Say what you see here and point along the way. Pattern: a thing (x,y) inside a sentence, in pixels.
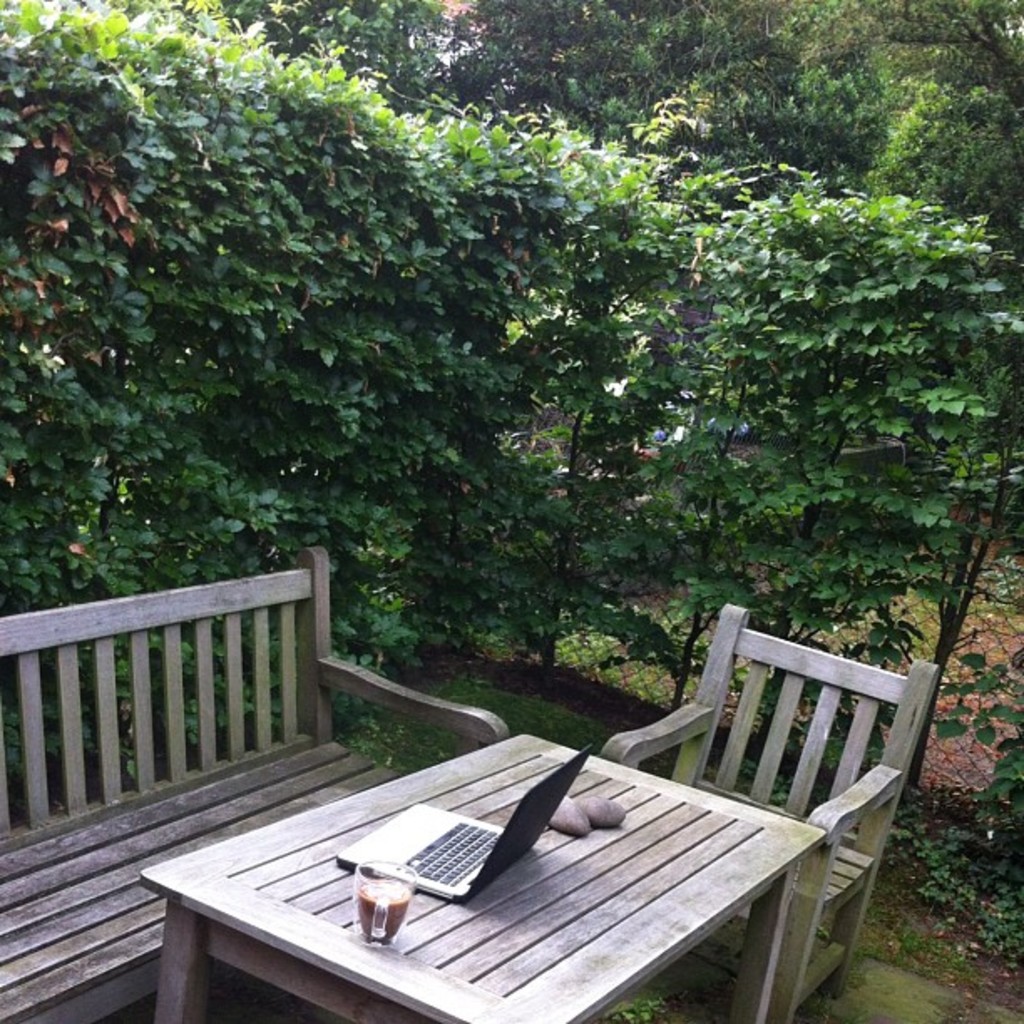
There are plants (636,204) and trees (457,350) in the middle (429,442) and top of this image (553,204). there is a table (624,822) and chairs (803,760) around the table (487,753). on the table (426,962) there is a laptop (456,884) and the cup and two rocks (608,819) there is a fence (962,676) in the right side (963,752).
